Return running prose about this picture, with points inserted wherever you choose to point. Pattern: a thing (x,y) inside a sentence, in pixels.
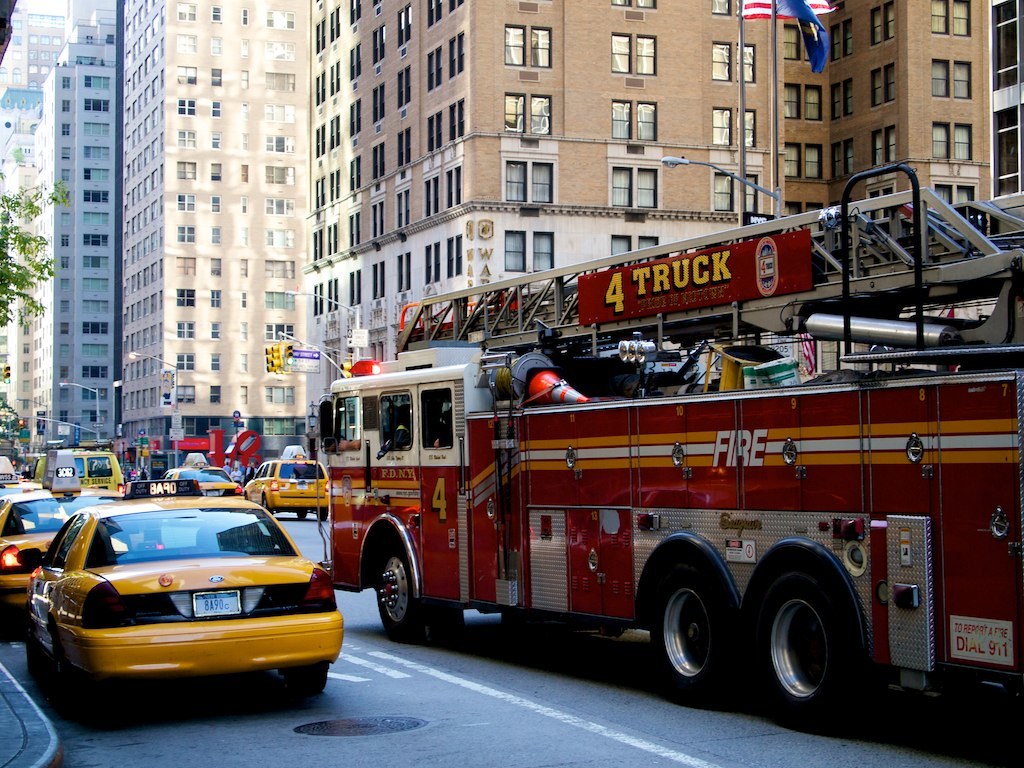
In this image I can see few yellow colored cars (169,541), a maroon colored fire engine (456,486) on the road (549,664) and I can see few other vehicles (76,464) on the road (493,726). In the background (20,280) I can see few trees (12,226), few street lights poles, few boards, few buildings (277,171), few flags (823,47) and the sky (55,8).
